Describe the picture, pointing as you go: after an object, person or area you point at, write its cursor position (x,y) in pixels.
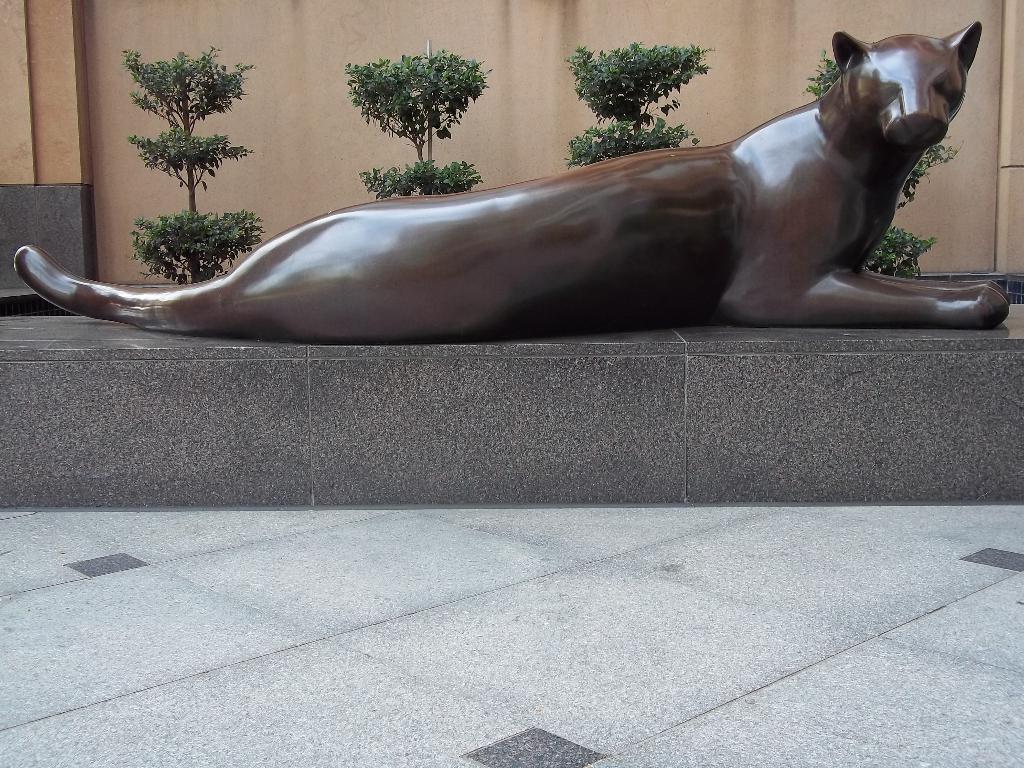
In this picture we can see brown color cheetah statue (806,269) sitting on the stone (88,433). Behind there are small green plants (629,105). In the front (454,739) bottom side we can see flooring tiles (541,675).
